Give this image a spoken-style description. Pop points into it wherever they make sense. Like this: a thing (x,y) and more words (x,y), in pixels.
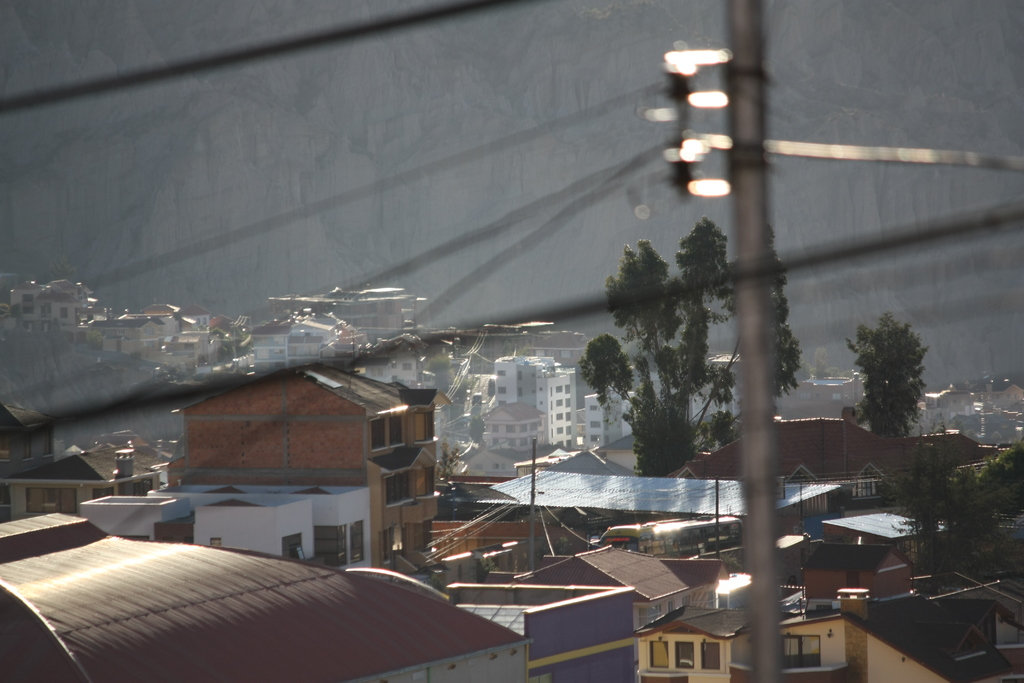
In this image we can see few buildings (697,504), poles (746,73) and wires (384,184).
